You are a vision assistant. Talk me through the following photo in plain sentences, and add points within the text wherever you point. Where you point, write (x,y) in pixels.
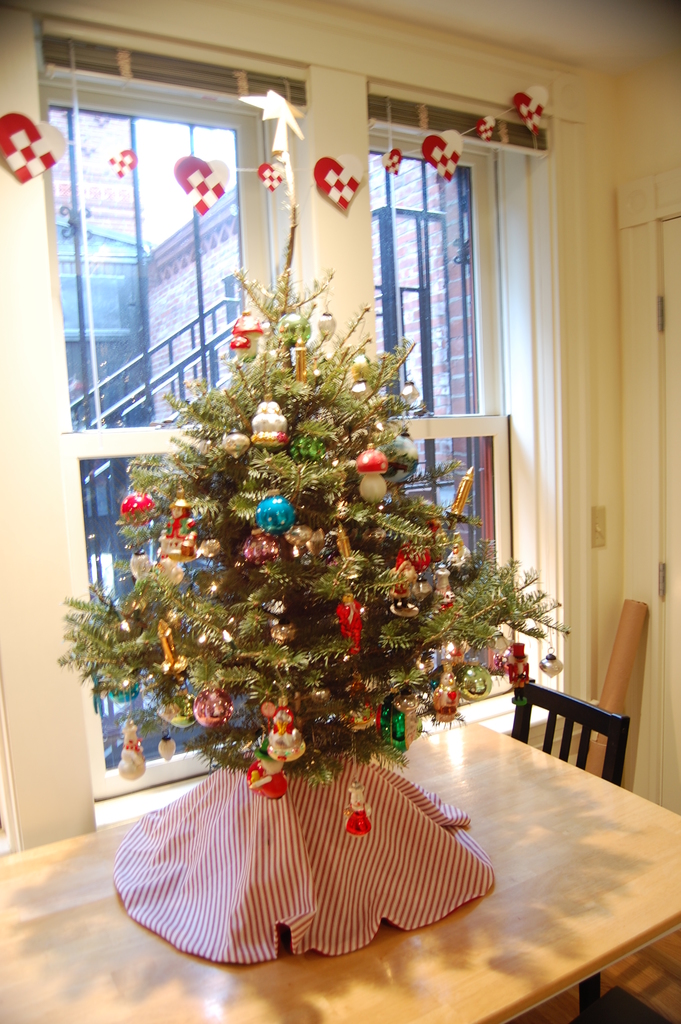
On this table (534,829) we can able to see a Christmas tree (295,706). Beside this table (587,786) there is a chair (566,740). From this window (182,343) we can able to see buildings (162,365).
